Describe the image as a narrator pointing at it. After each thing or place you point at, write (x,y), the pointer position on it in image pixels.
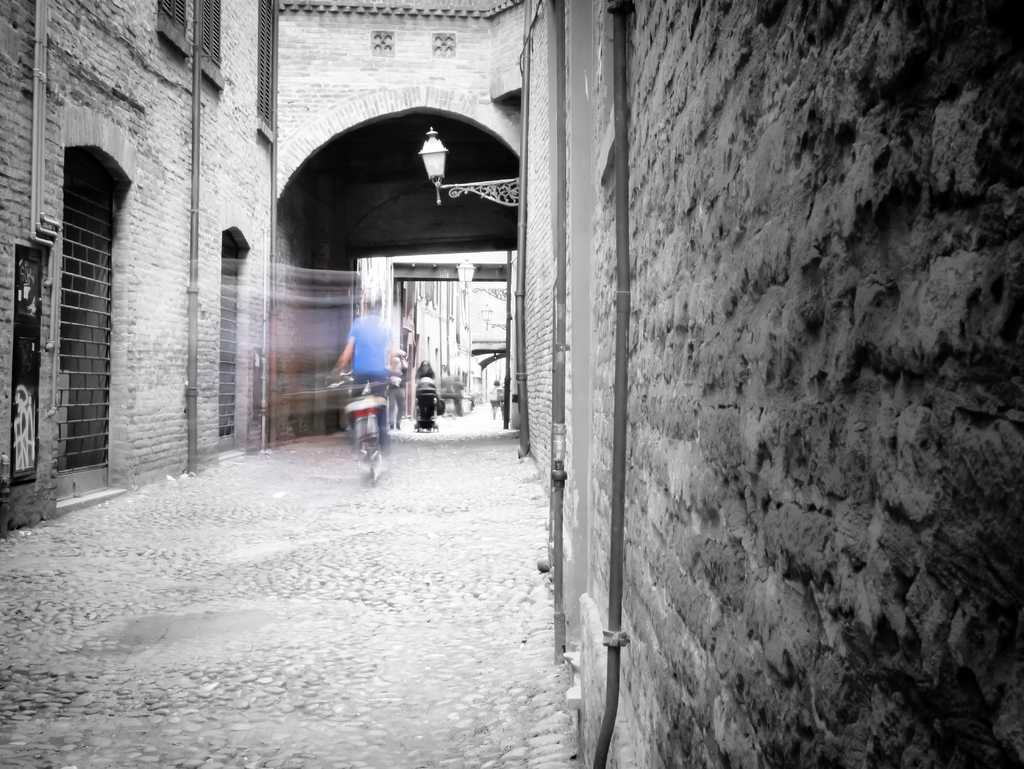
In this picture we can see buildings (671,371), persons (385,419), arch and poles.
